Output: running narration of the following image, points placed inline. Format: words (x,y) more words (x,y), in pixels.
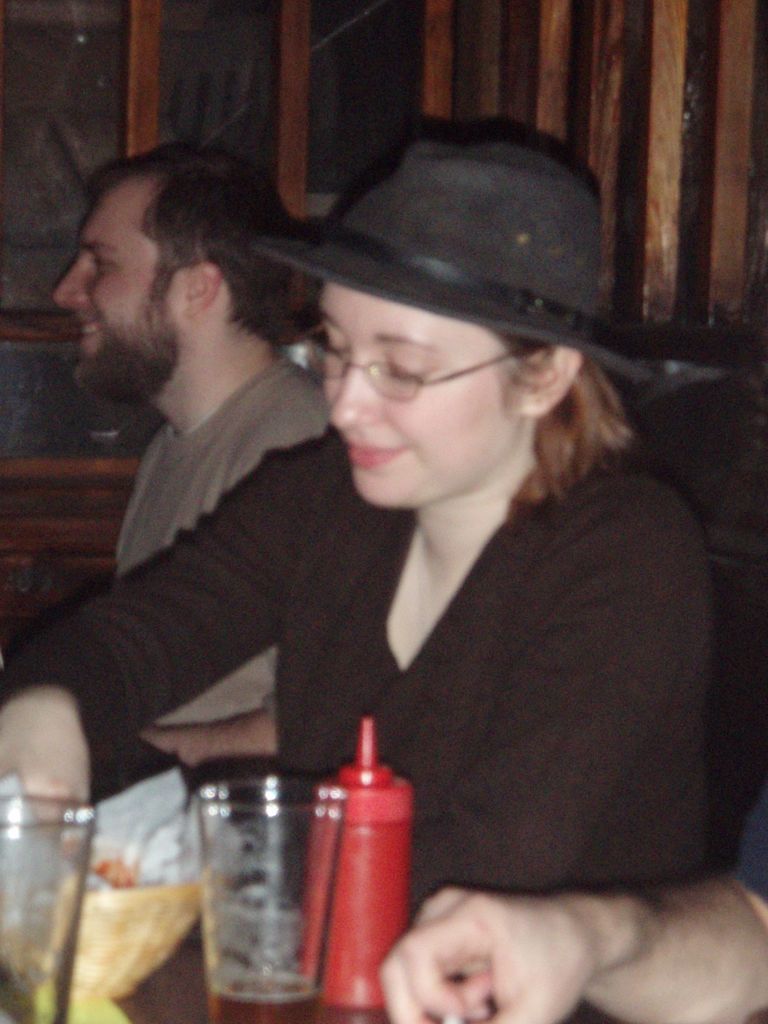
In this picture few people (503,511) are sitting I can see a woman (419,391) is wearing a hat (516,301) on her head (418,338) and she wore spectacles (384,373) and I can see couple of glasses (208,909) and a bottle (356,903) and looks like paper (171,831) on the table (196,1023) and I can see another human hand (616,961) on the right side of the picture (634,968).
